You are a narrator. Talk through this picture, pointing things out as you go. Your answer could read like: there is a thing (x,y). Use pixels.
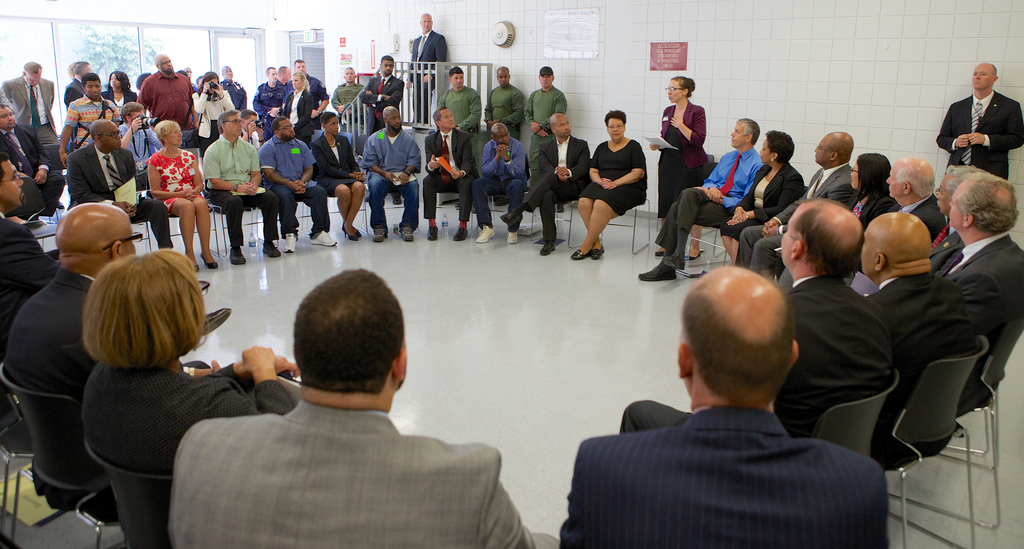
In this image there are a few people (176,278) sitting in chairs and there are a few people (191,112) standing behind them and there is a woman (664,162) standing and holding papers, behind them there are stairs (351,125) with metal rod fence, on the wall (491,30) there are posters (597,44) and some objects (509,31) and there is a glass door (258,60) and a window (94,70).
